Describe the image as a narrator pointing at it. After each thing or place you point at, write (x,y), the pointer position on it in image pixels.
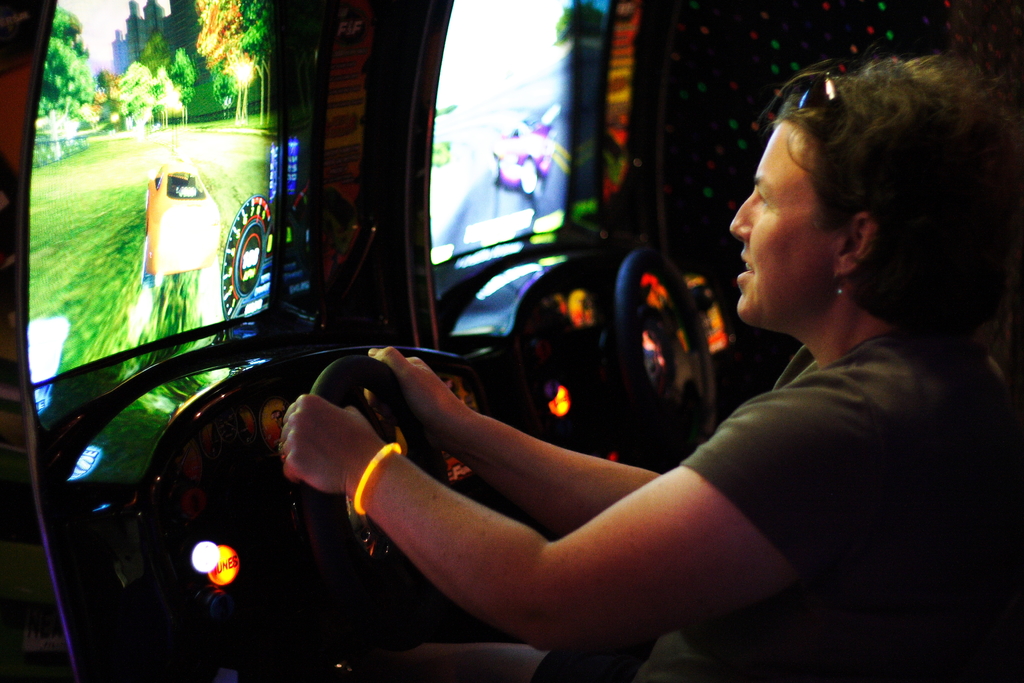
In this image we can see a woman (566,518) holding the steering (383,539) with her hand (328,453). We can also see some screens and lights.
